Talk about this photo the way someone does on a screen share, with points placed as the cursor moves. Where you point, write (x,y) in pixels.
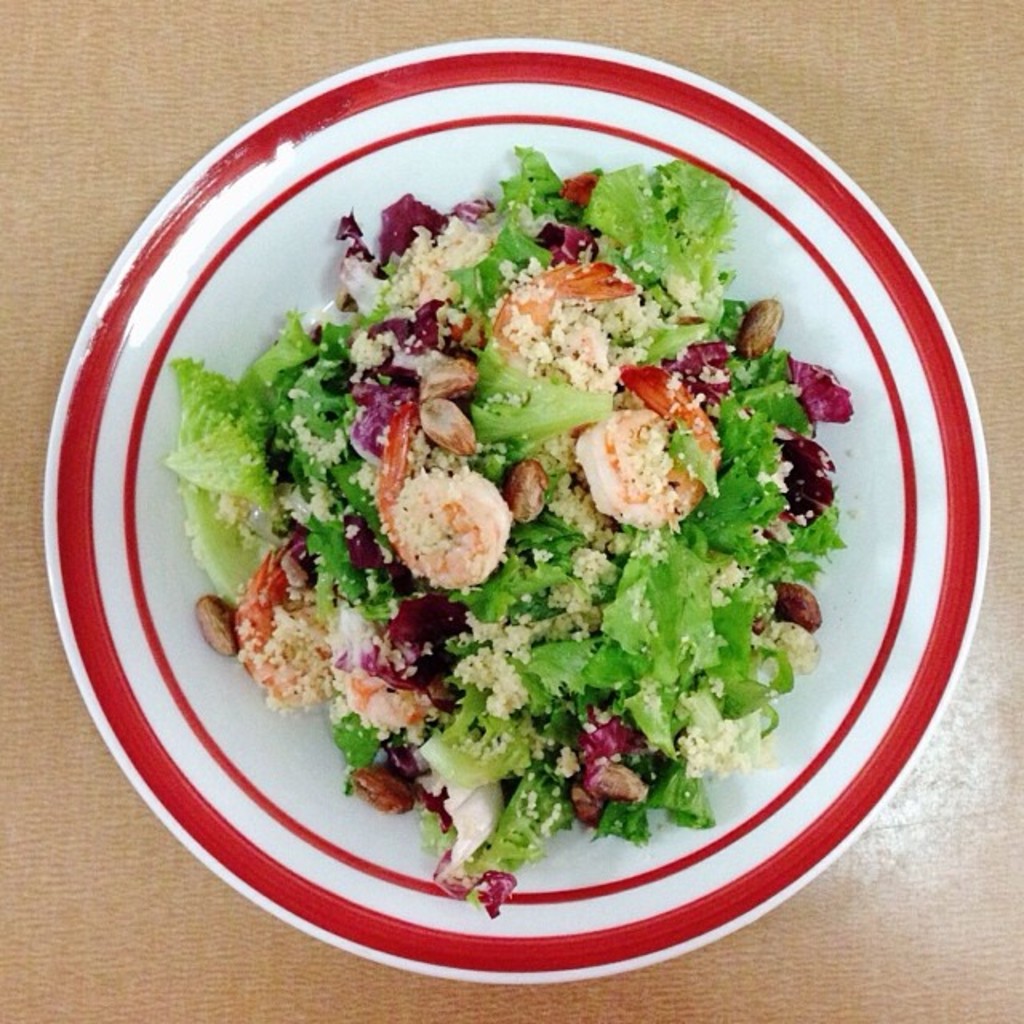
In this image we can see a serving plate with food (444,517) in it.
